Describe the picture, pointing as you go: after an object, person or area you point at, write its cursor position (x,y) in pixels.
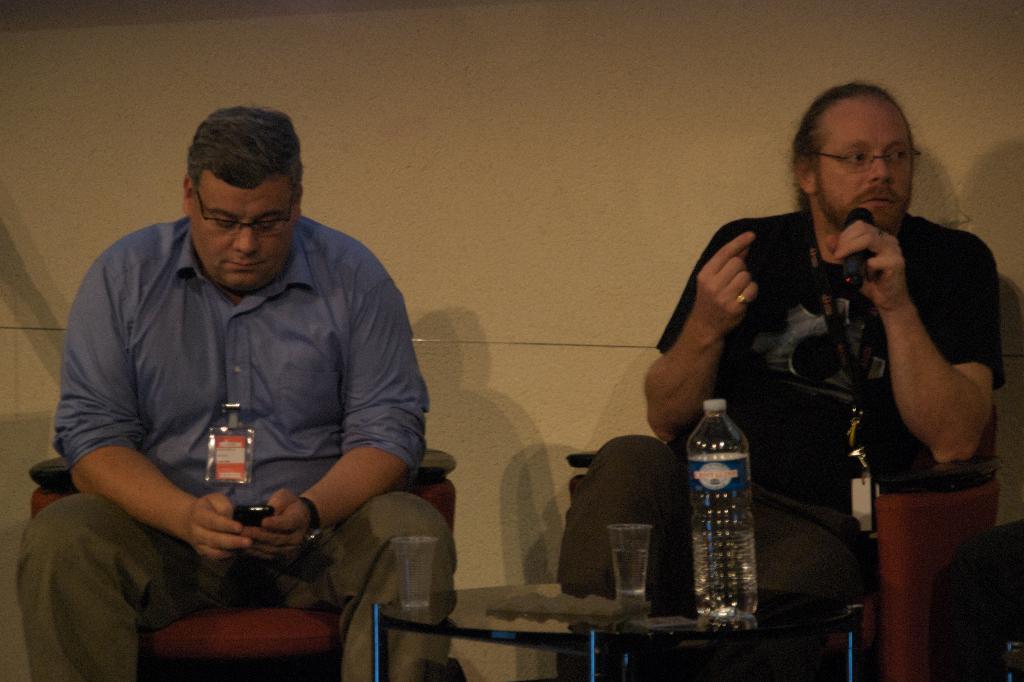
In this image I can see two people (676,394) with different color dresses (720,371). These people (720,371) are sitting on the chairs (241,616). I can see one person (847,303) holding the mic (855,243) and another person (244,557) holding the mobile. There is a table (557,616) in-front of these people (237,599). On the table (661,628) I can see two glasses (637,574) and the bottle (745,507). And there is a cream color wall (442,268) in the back (363,181).
